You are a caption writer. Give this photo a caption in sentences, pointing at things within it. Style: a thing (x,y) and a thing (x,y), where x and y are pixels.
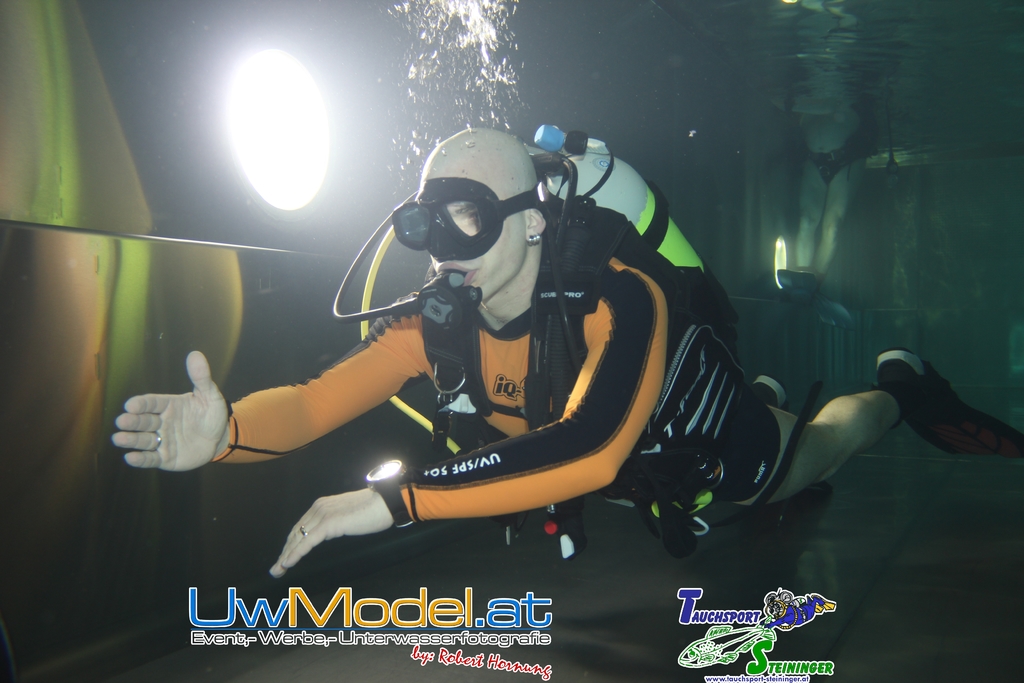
This image is taken under the water (859,544). In the center of the image (467,306) there is a person (491,235) wearing a swimming suit (592,369) and with oxygen mask (473,246). In the background of the image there is a light (247,131). At the bottom of the image (424,614) there is some text (514,622).
